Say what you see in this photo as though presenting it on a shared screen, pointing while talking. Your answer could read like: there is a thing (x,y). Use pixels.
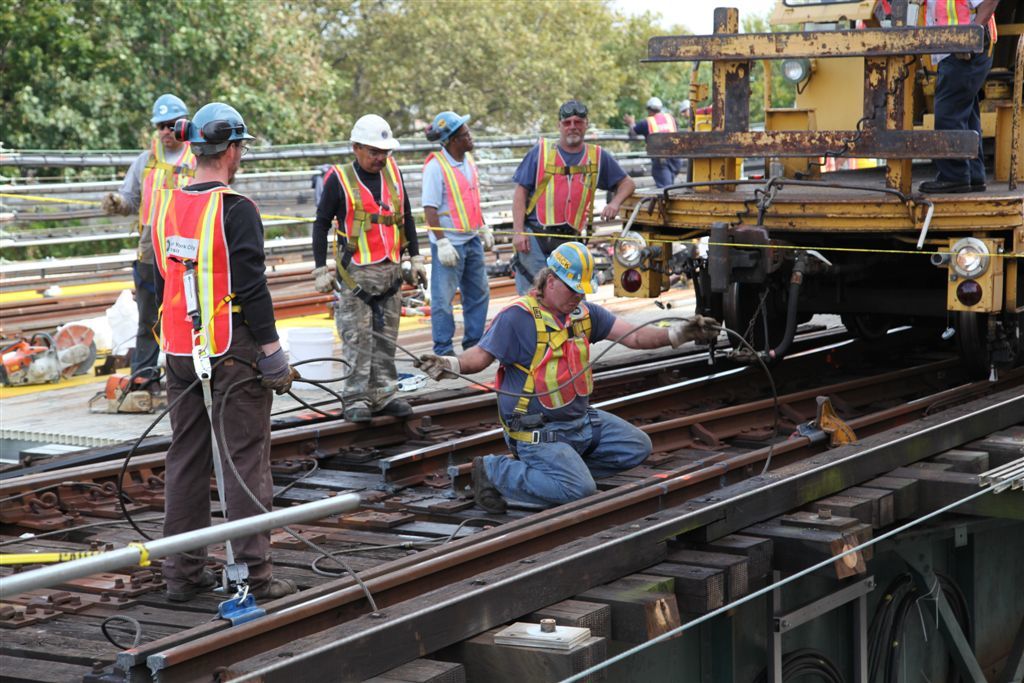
In this picture I can see the tracks (5,309) and I see few people (365,210) who are wearing same jackets (187,210) and I can see a vehicle (855,149) on the right side of this image (874,235). I can also see few equipment (123,382) and few wires (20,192). In the background (160,13) I can see the trees (378,60).
